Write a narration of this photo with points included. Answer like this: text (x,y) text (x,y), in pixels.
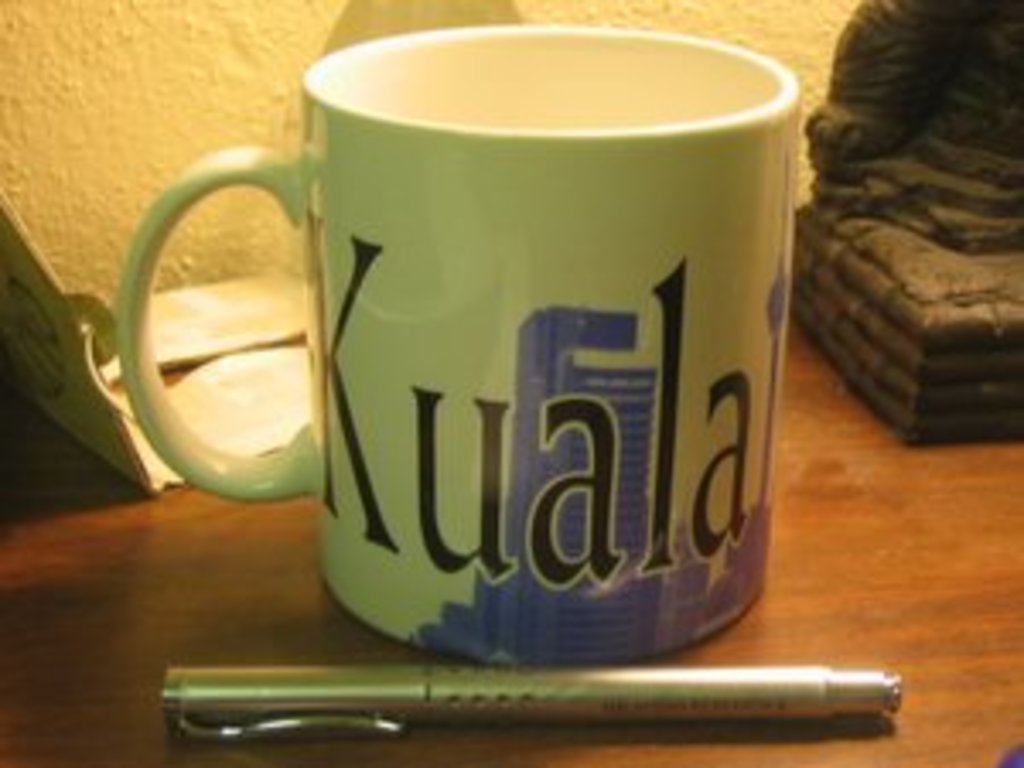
In front of the image there is a table (49,751). On top of it there is a cup (492,321), pen (268,678) and a few other objects (70,472). In the background of the image (234,62) there is a wall (155,43).
